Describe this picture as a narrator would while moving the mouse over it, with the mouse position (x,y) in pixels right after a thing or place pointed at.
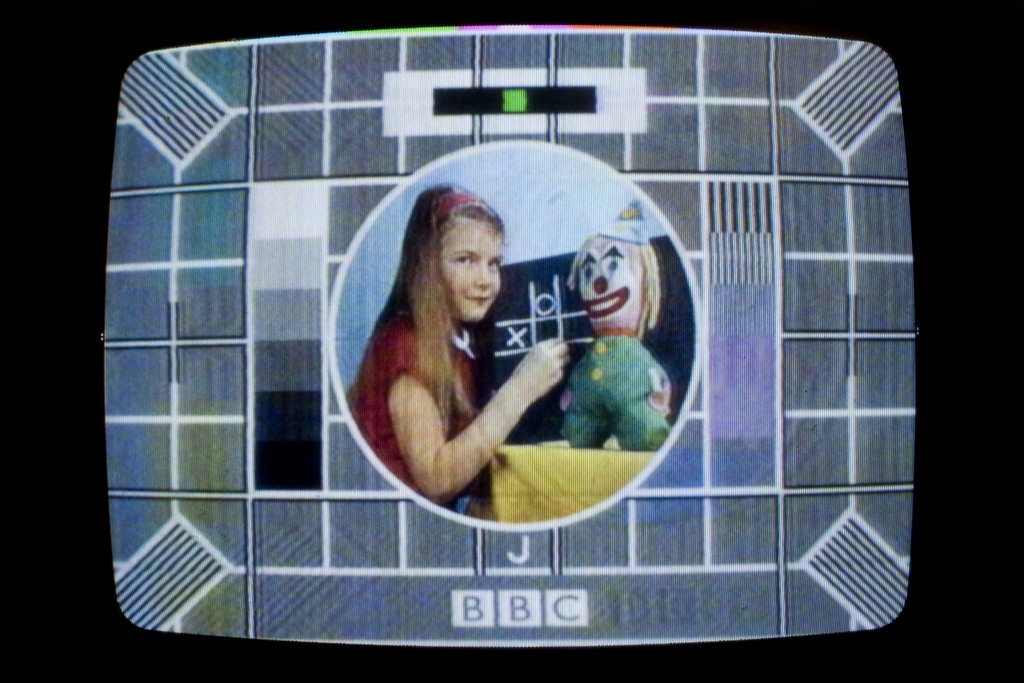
In this image we can see the picture (529,475) in a television (463,484) containing a child (430,436), doll (627,390) and a board (519,353).
